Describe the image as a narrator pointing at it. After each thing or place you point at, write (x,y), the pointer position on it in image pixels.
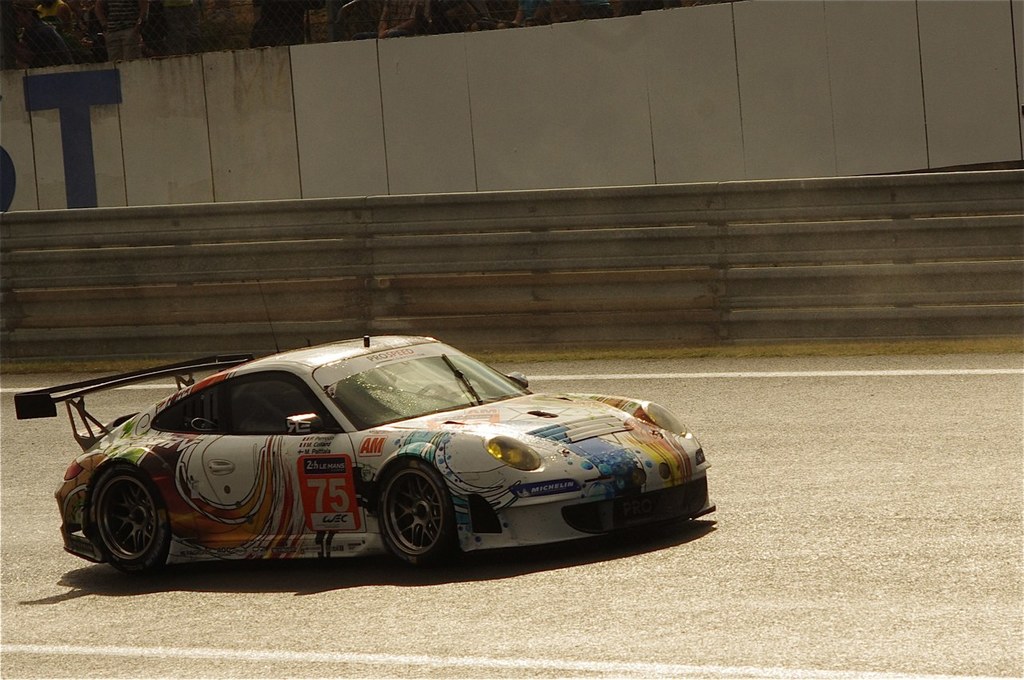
In the foreground of the picture (358,409) there is a car (287,454) and there is road (192,595). In the background (125,112) there is wall (496,163). At the top (335,31) there are audience (175,30).
